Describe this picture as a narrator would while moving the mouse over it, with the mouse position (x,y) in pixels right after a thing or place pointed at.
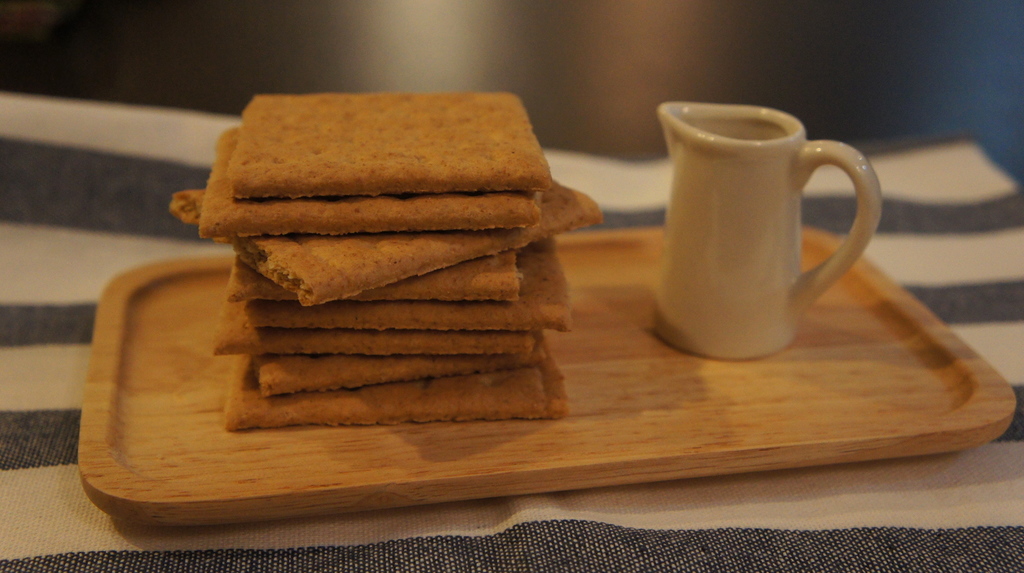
In this image we can see food items (502,266) and a pitcher (679,282) on a tray (180,312). At the bottom (563,516) there is cloth (600,532) on the table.
